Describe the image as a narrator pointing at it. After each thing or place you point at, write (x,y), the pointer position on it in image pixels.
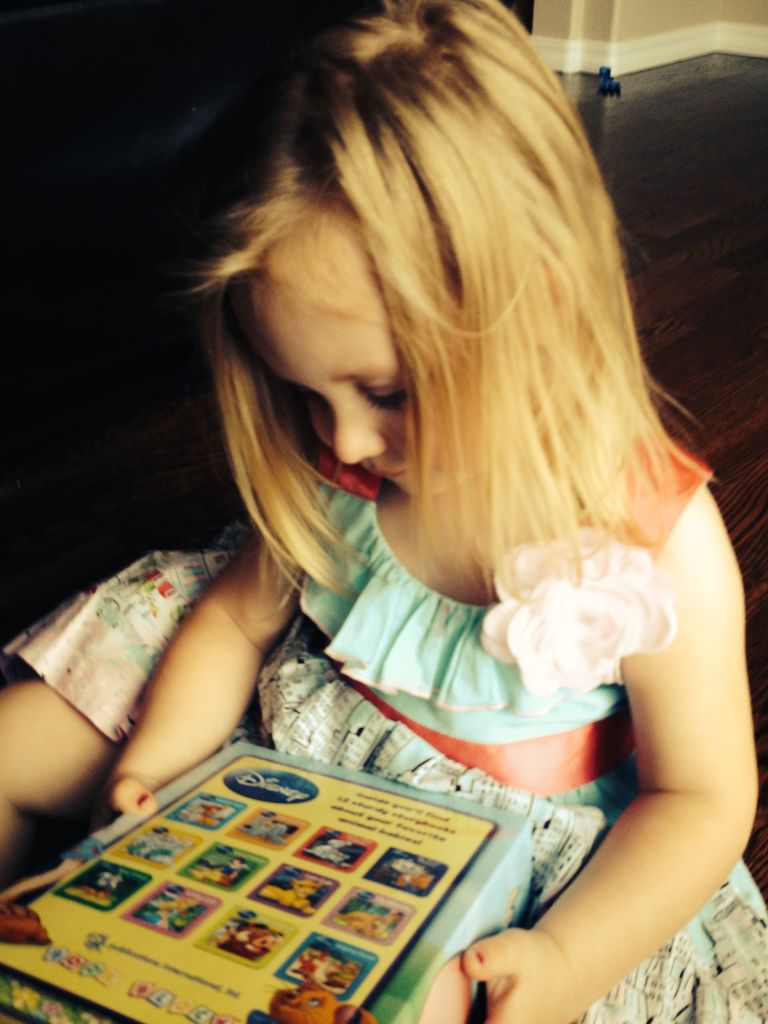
In this image we can see a baby girl (633,511) is holding some object (340,966) and is sitting. The background of the image (63,85) is dark.
